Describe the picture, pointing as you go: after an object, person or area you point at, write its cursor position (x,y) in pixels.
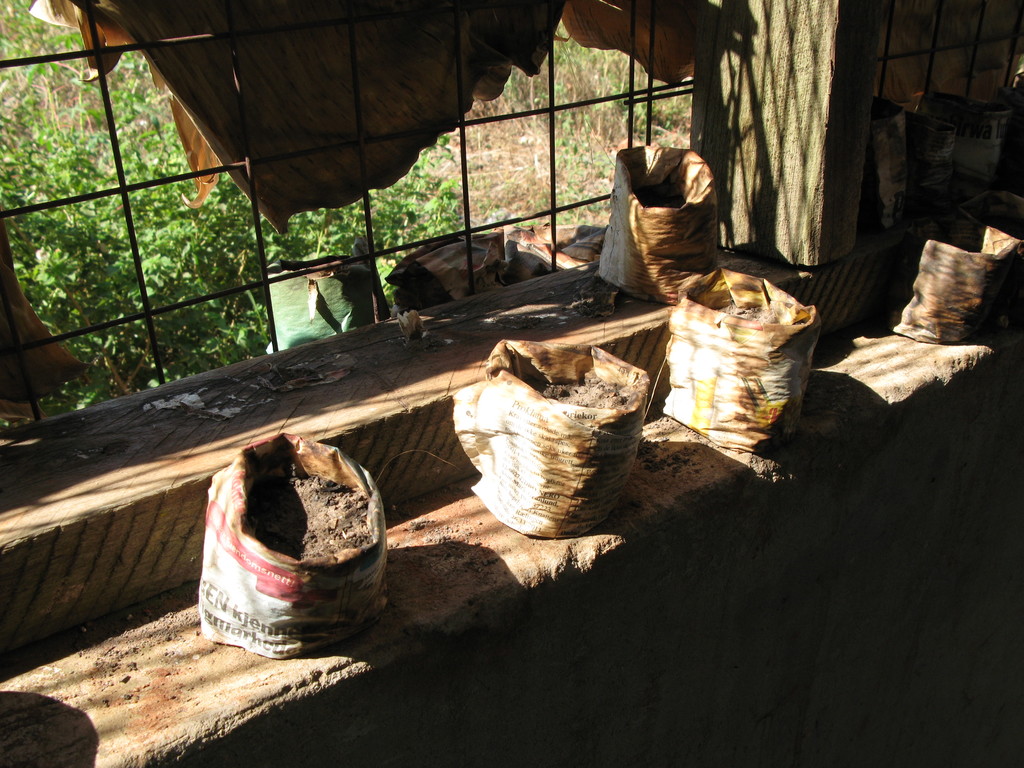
In this image we can see bags (379,492) with soil (346,498) on the platform (489,537). In the background of the image (344,249) there is a window (134,231). There is a curtain (423,100). There are plants (62,181).
